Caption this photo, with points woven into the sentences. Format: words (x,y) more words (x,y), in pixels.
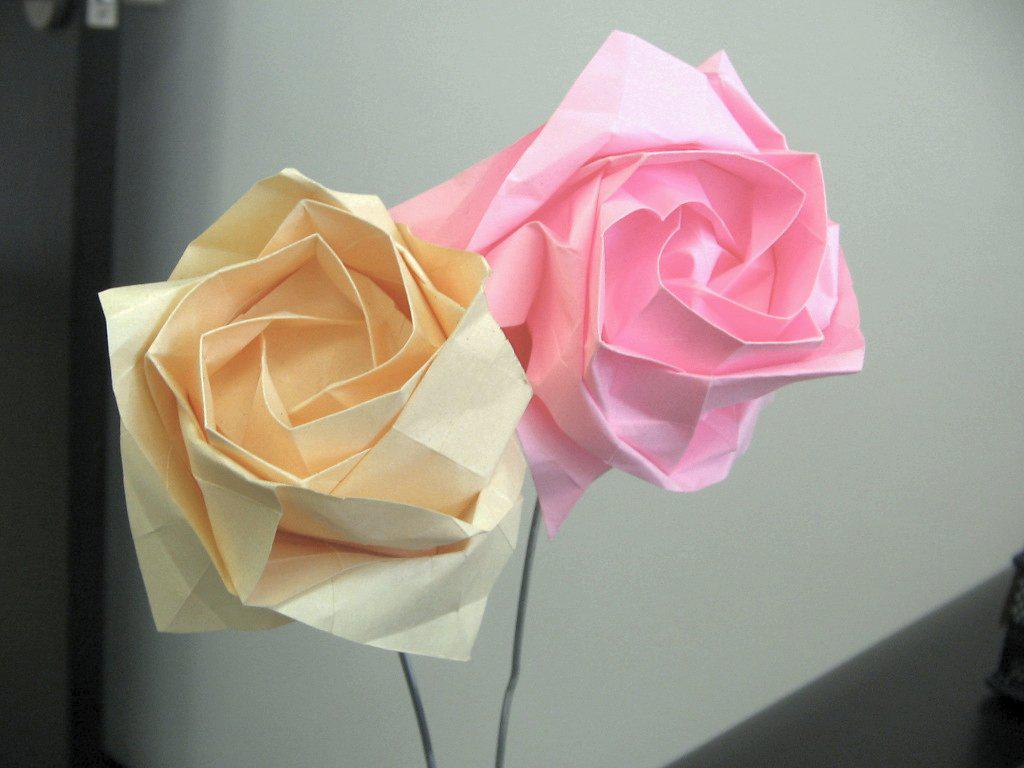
In this picture in the front there are flowers (420,392) which are made up of papers (539,422). In the background (399,164) there is a wall (572,71) which is white in colour.
